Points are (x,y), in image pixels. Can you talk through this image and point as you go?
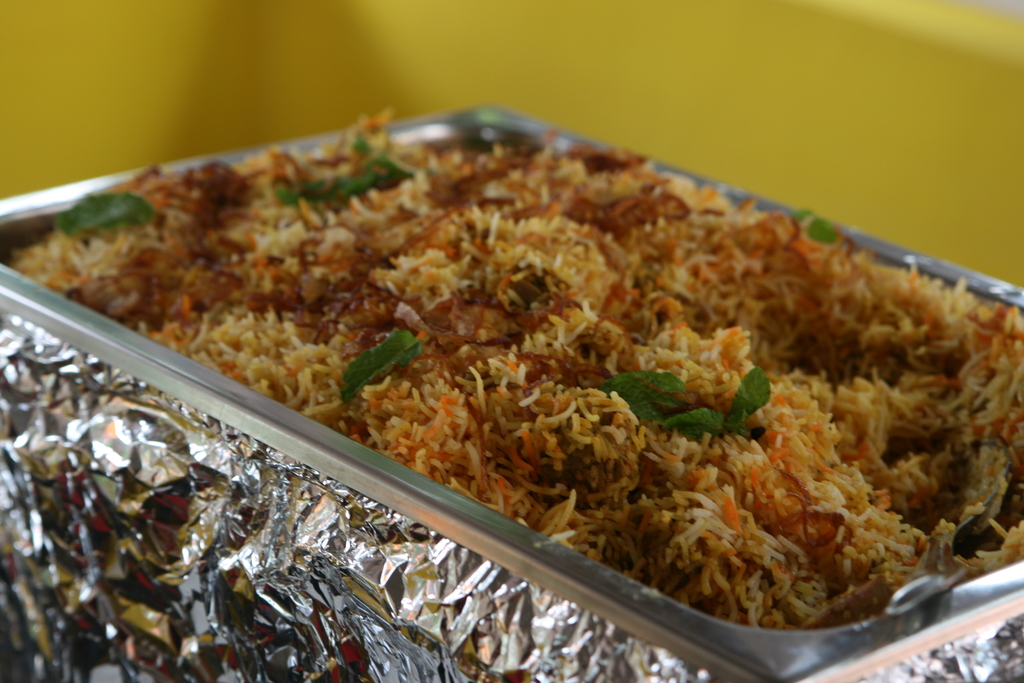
This image consists of a bowl (419,496) in which there is rice (718,522). At the bottom (163,582), there is a silver foil (143,593).
